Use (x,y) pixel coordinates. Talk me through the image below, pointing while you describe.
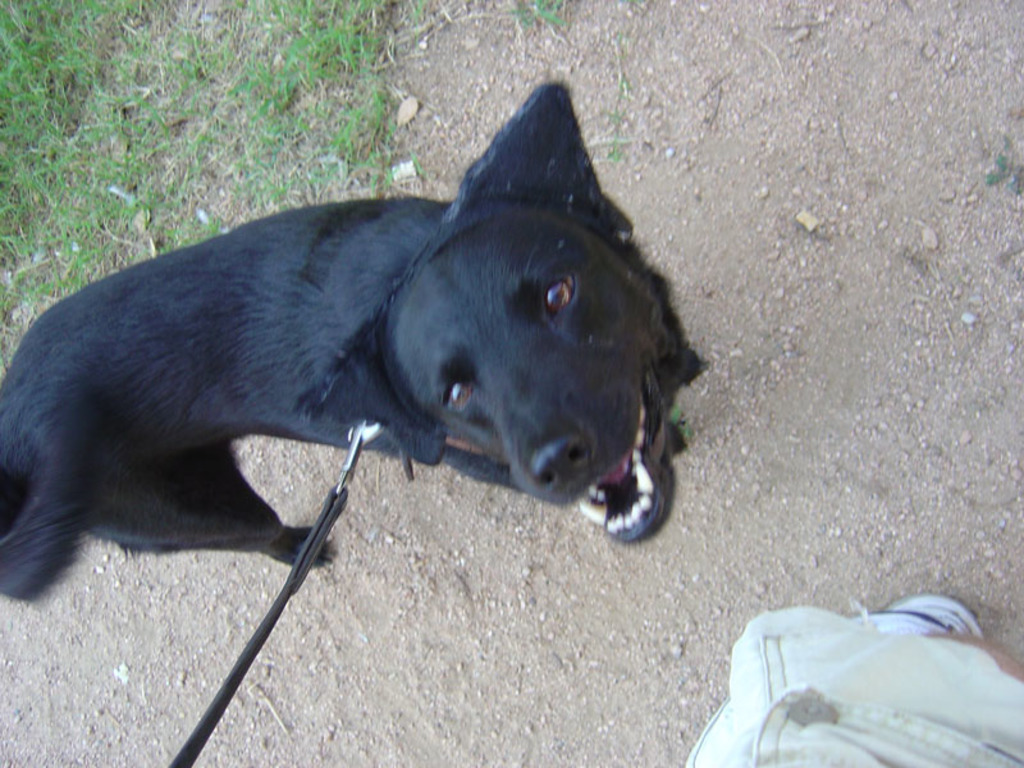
In this image there is a black dog (322,413) with a leash (187,763), there is grass (180,127) truncated towards the left of the image (225,131), there is person (891,687) truncated towards the bottom right of the image (891,698).
